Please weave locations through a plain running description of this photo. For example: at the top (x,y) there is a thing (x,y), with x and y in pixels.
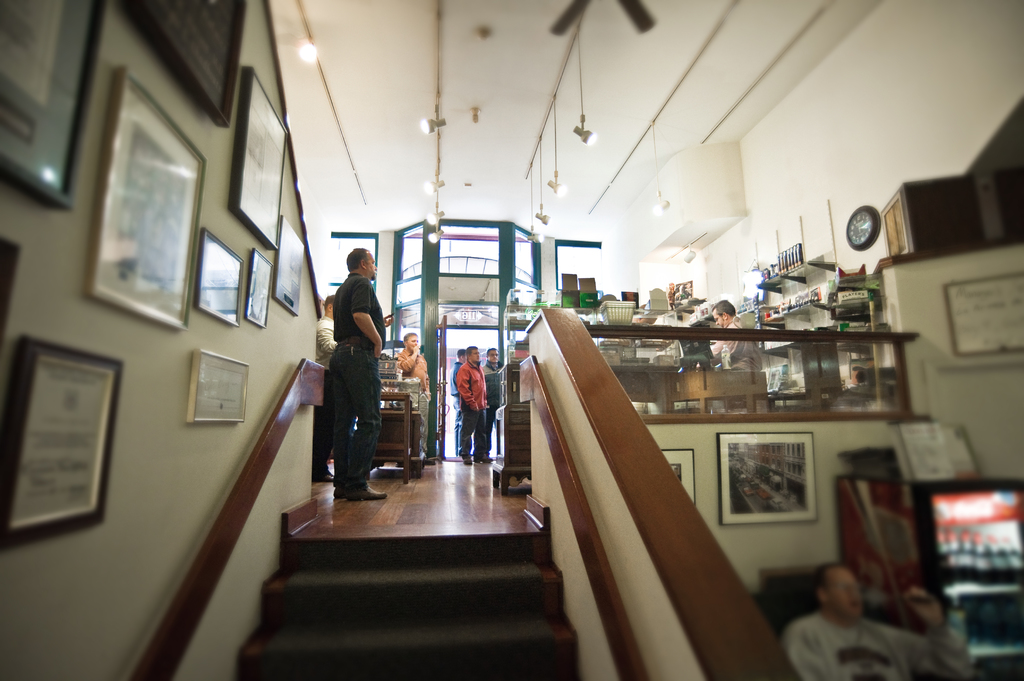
As we can see in the image there is a wall (159,425), photo frame (236,298), a few people (362,360) here and there, stairs (521,605), lights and a fan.
